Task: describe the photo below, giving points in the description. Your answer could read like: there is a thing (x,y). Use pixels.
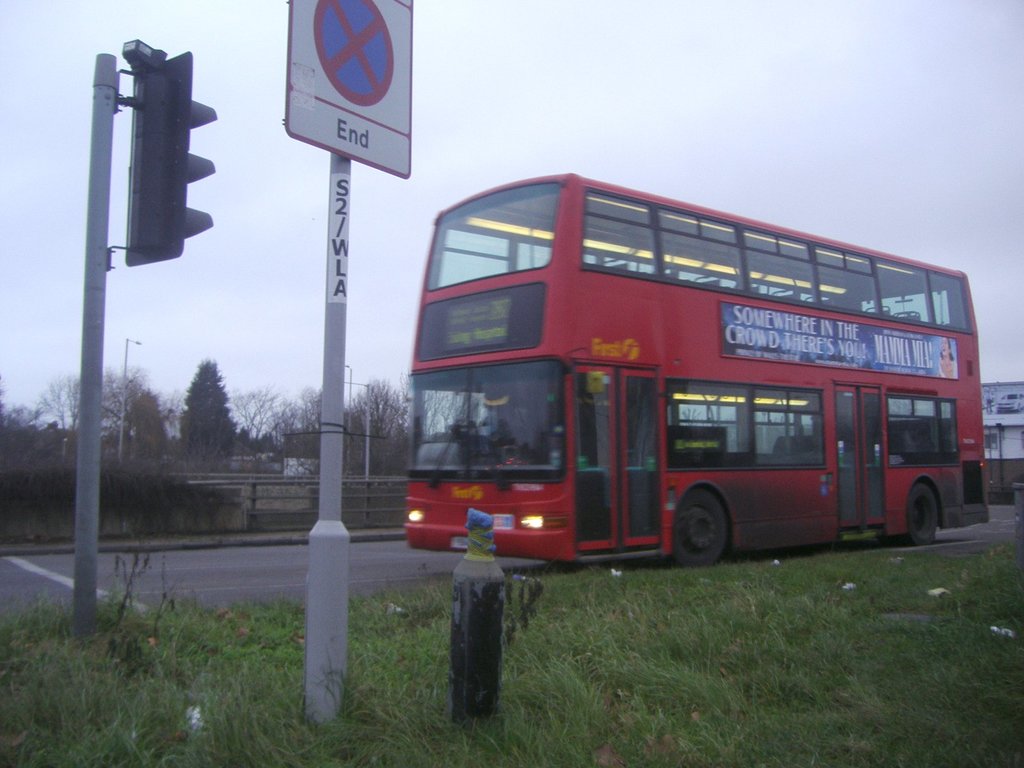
In this picture, there is a double Decker bus (656,463) on the road (305,561) which is towards the right (762,365) and it is facing towards the left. It is in red in color. At the bottom (507,689), there is grass (575,649). Towards the left (81,545), there is a signal light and a pole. In the background (316,369) there are trees (211,393), buildings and a sky (677,153).
